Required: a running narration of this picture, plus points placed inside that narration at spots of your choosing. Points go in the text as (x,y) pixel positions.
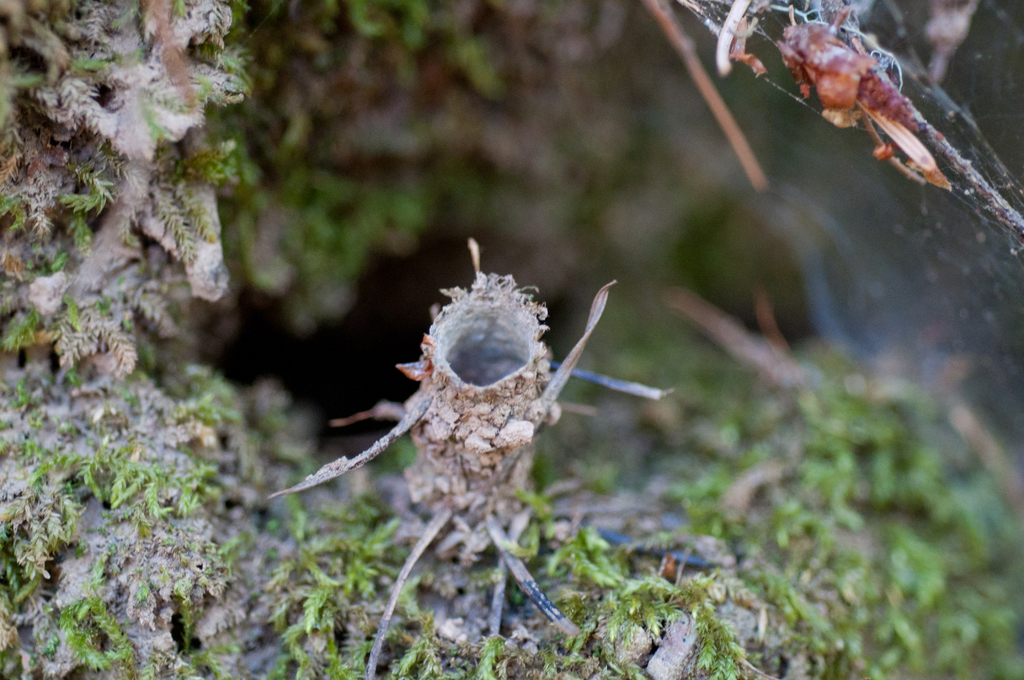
In this picture we can observe small plants (97,487) on the ground (140,190). There's a hole (341,350) into the ground (349,369). On the right side (880,183) we can observe a spider web (1014,183).
